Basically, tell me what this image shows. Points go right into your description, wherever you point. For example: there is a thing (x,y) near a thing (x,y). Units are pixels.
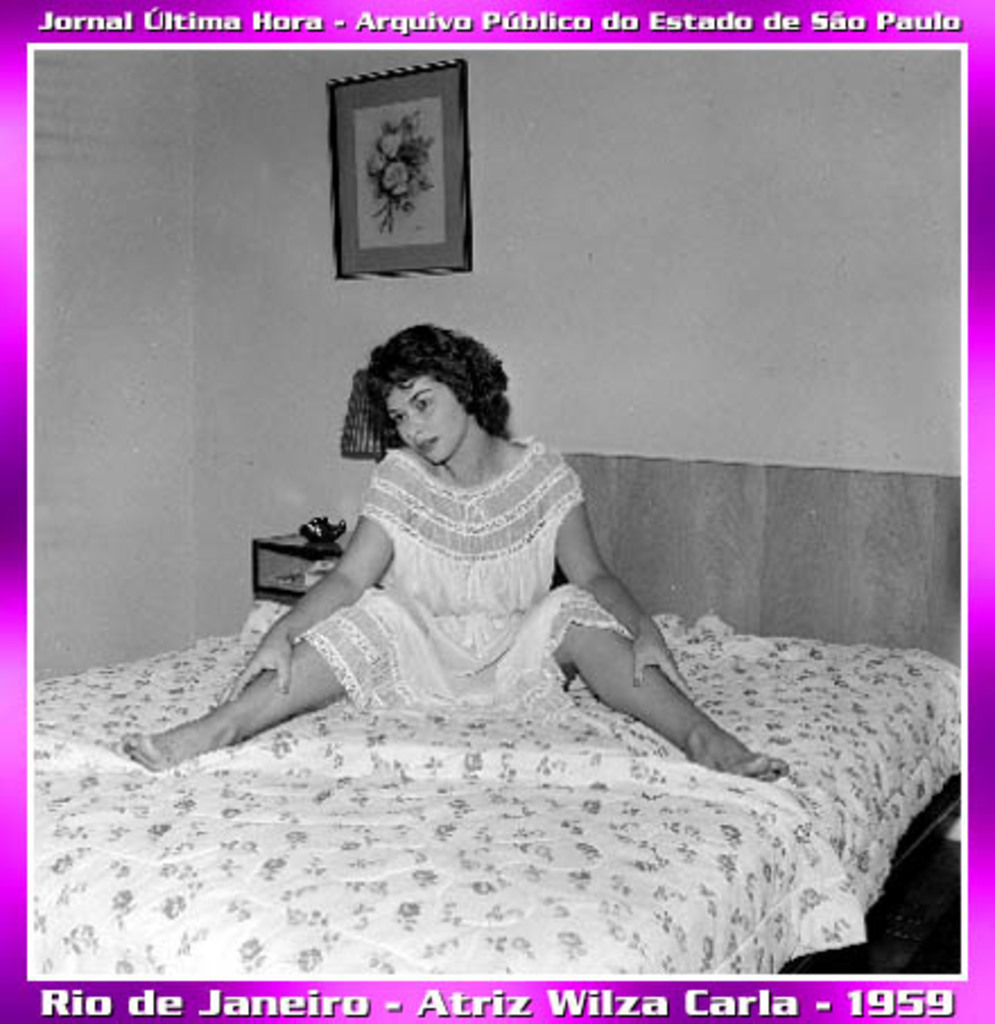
In the middle (502,635) there is a woman (485,528) she is sitting on the bed (550,886), she wear a white dress (462,600). In the background (673,236) there is a wall (668,253) on that wall (668,253) there is a photo frame (429,192). In the left (287,558) there is a table (295,563) and lamp (351,440).
